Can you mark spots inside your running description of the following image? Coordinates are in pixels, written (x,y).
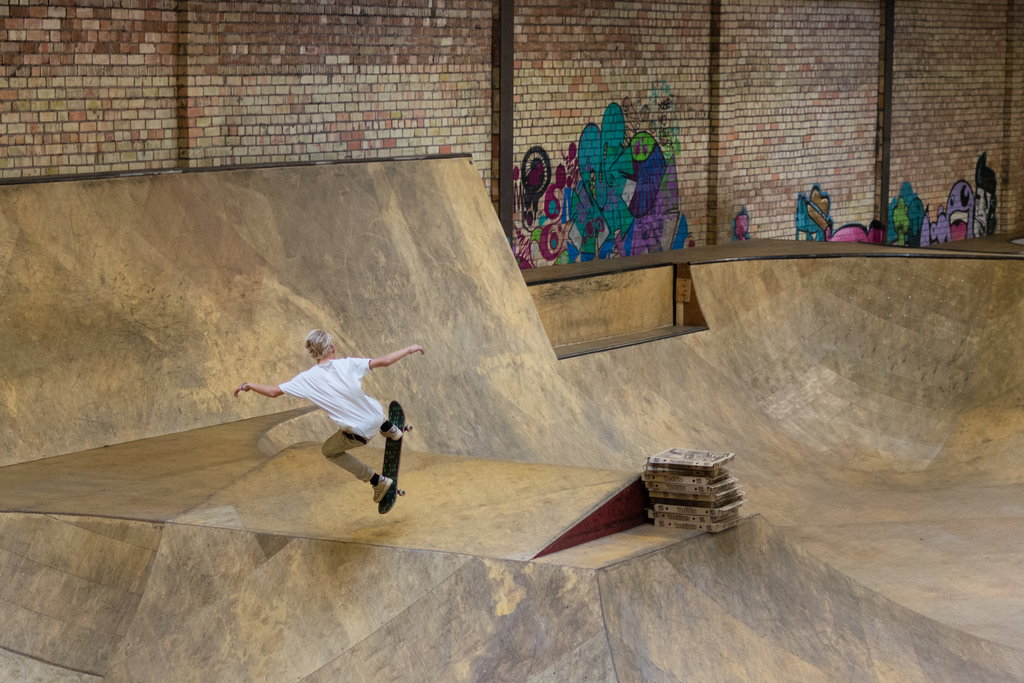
In the image I can see a person (326,367) who is skating on the curve floor (407,444) and to the side there are some paintings (629,203) on the wall (629,203).
